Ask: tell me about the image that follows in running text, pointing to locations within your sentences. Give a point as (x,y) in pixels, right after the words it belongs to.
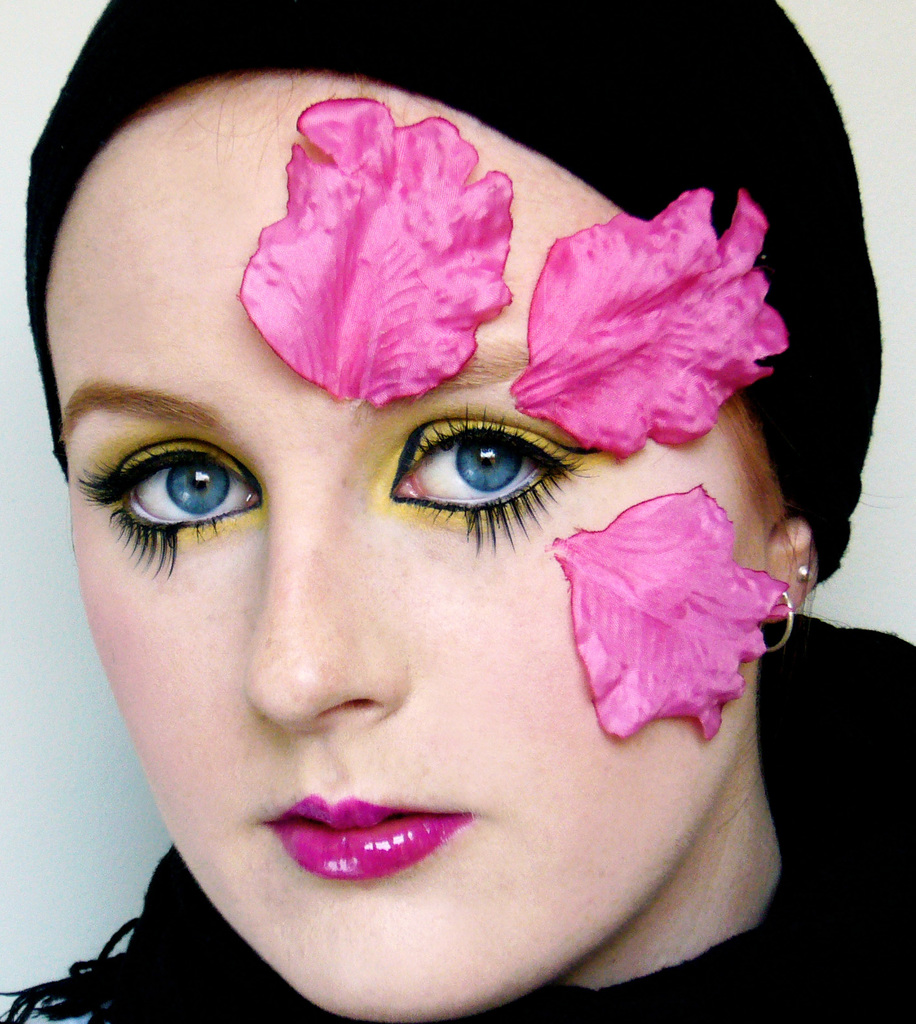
In this picture I can see a woman (316,675) with different makeup (291,814).
